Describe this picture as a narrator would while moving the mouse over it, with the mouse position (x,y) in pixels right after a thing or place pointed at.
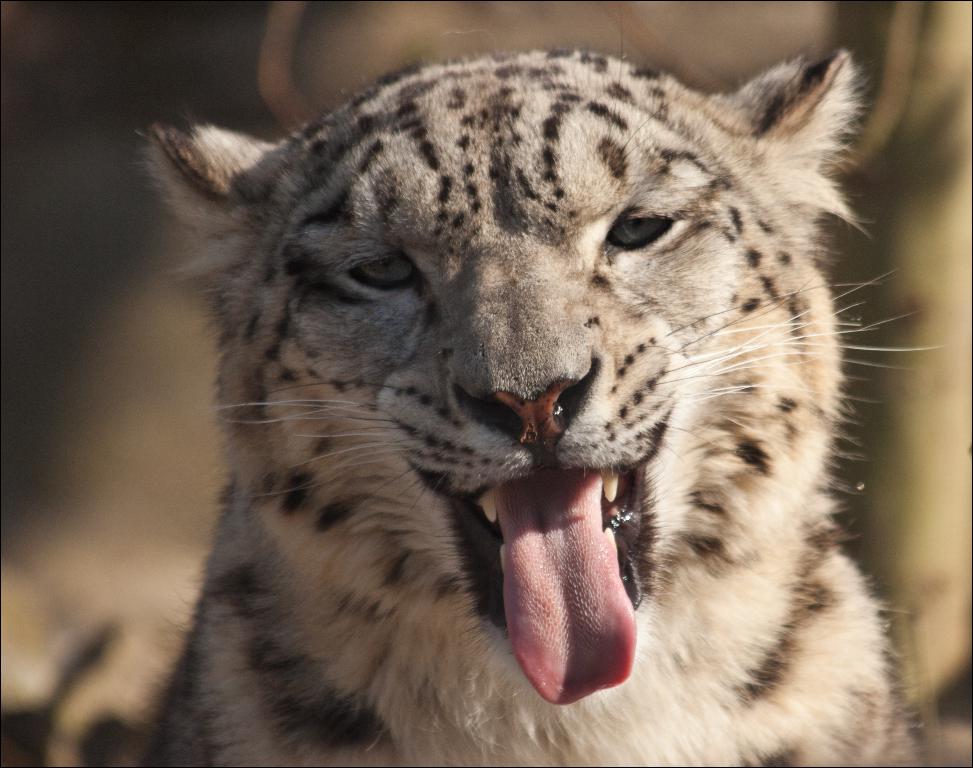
In this image we can see a snow leopard (474,371). The background of the image (26,156) is blur.
